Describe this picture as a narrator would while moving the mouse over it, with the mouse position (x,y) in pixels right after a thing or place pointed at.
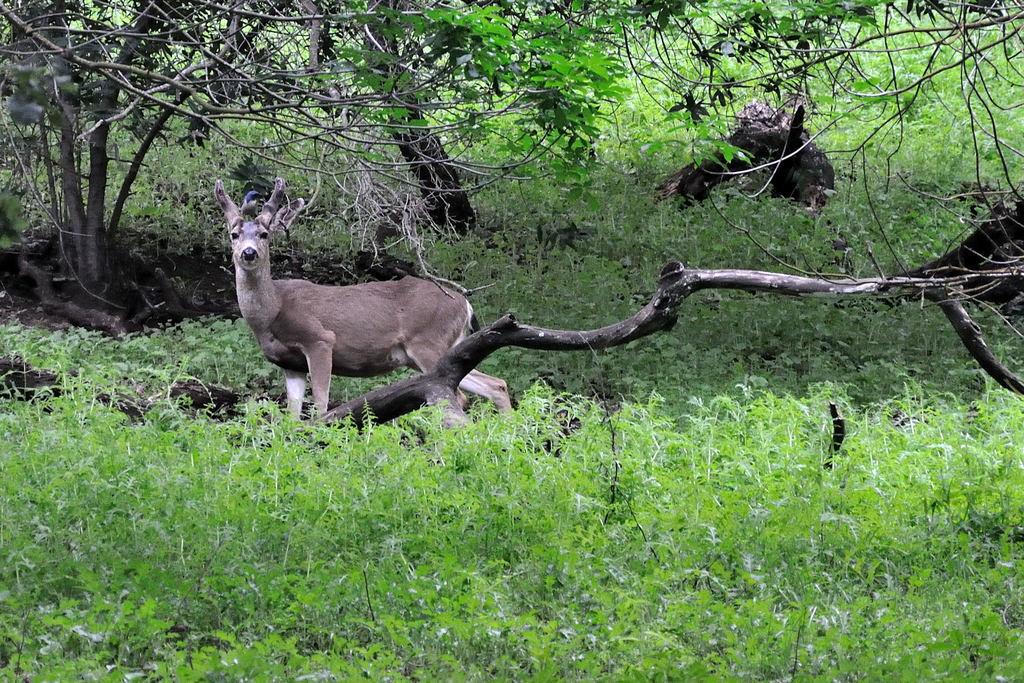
In this image we can see a deer (304,299). On the head (270,203) of the deer (365,344) there is a bird (253,195). On the ground (495,439) there are plants (608,528). Also there are trees (414,187).
